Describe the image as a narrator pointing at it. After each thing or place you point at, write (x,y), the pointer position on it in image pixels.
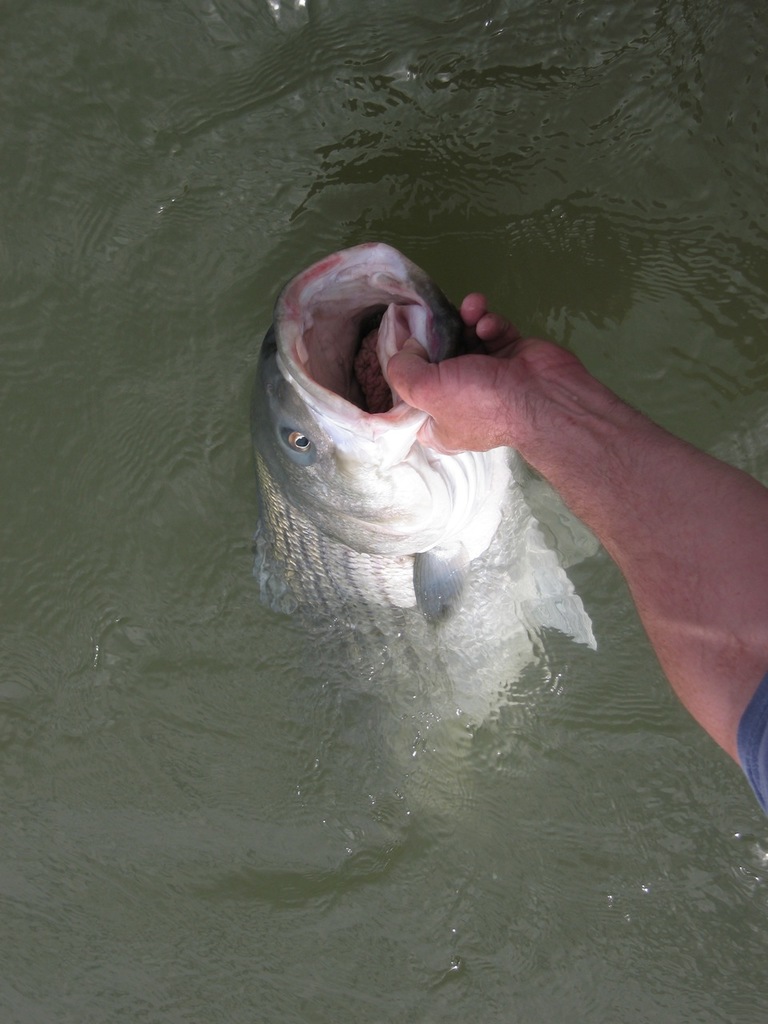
In this image we can see a person (415,404) holding a fish (371,485). At the bottom of the image (399,884) there is water (345,898).
